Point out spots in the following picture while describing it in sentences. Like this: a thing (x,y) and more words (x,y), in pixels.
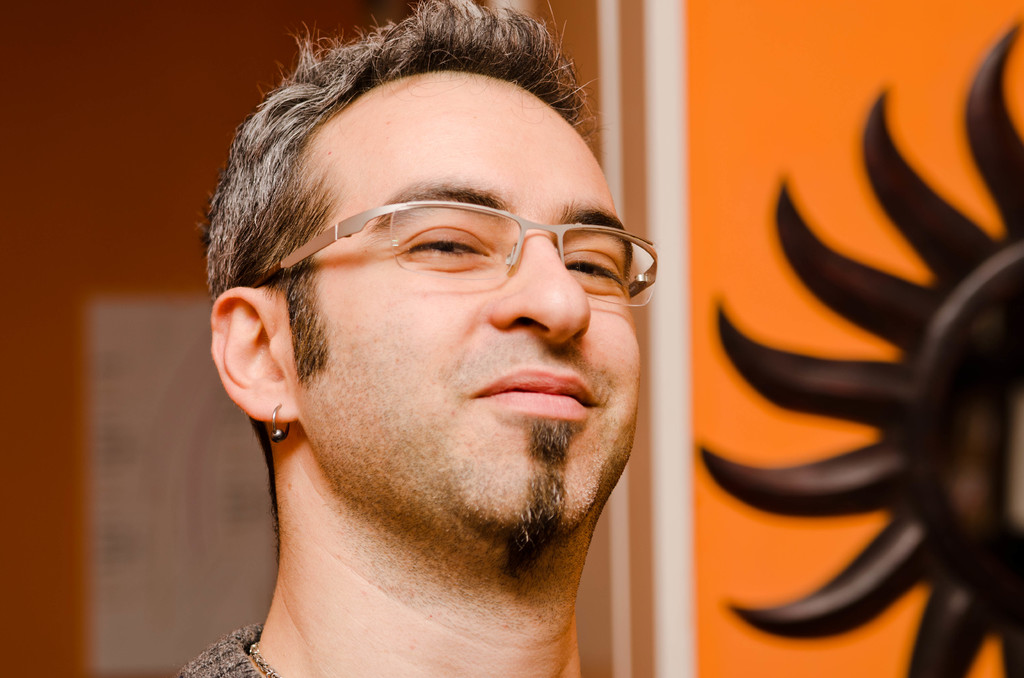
In the center of the image (507,308) a man (426,217) is there and wearing spectacles (395,251). In the background of the image (150,167) wall (139,197) is there. On the right side of the image (890,322) sun symbol (932,418) is there.
